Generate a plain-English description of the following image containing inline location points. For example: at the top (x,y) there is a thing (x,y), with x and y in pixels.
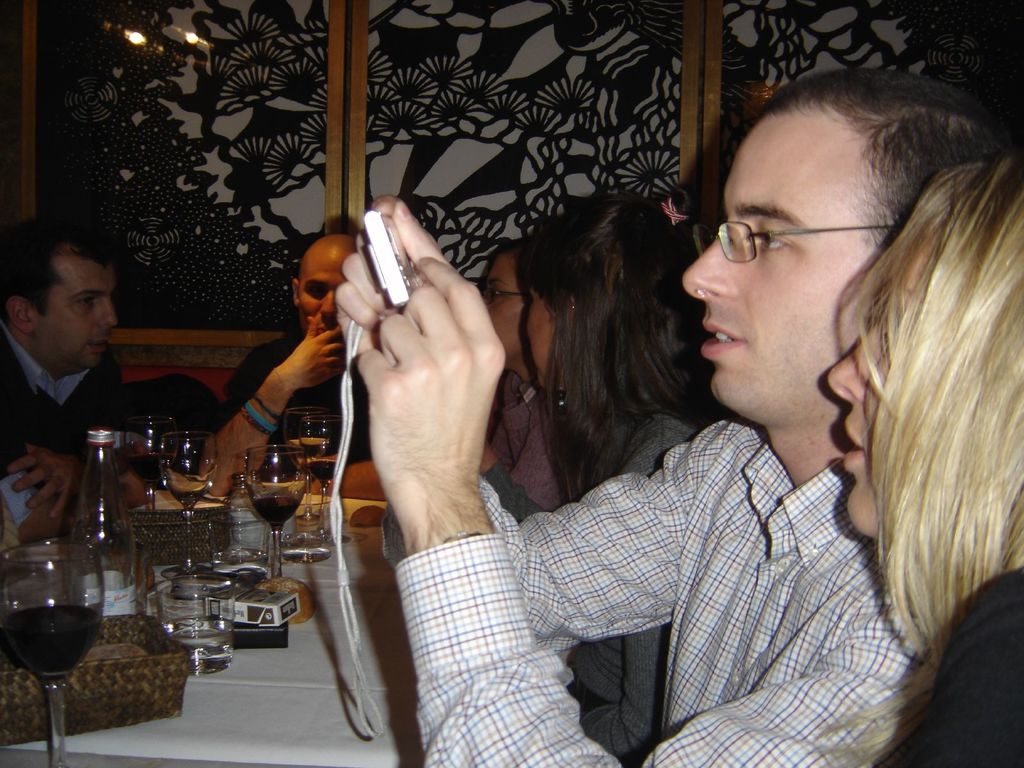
There is a group of people (467,305). They are sitting on a chair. There is a table (258,655). There is a glass (223,547), bottle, tray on a table (302,661). We can see in background (284,27) panels (534,126).
